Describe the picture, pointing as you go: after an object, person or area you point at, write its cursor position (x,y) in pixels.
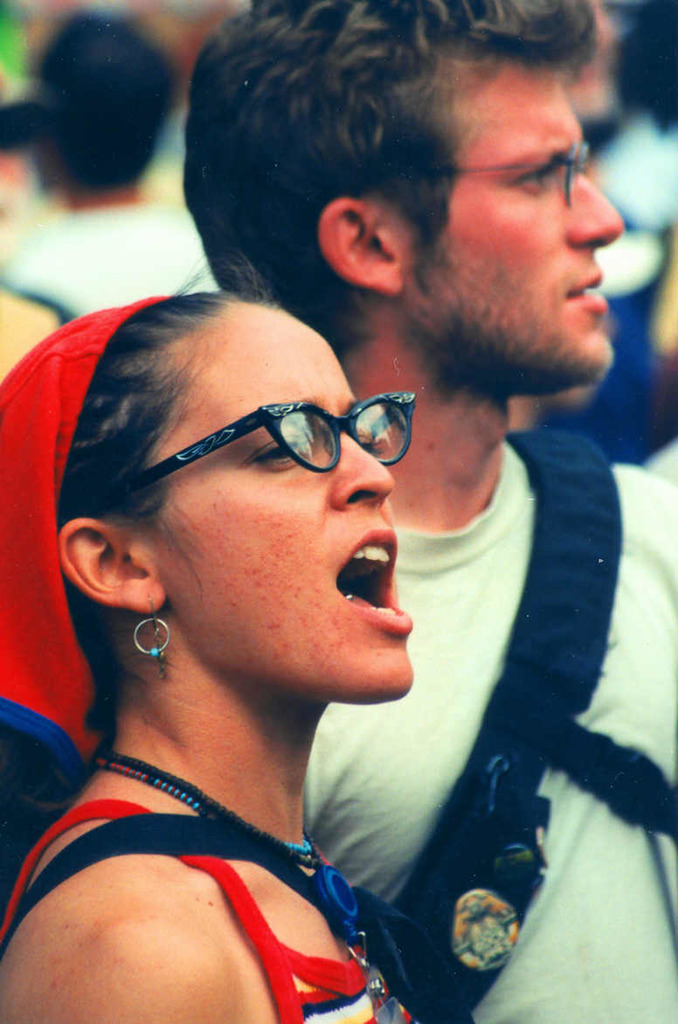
In this picture I can see a man (430,554) and a woman (377,700) are standing together. These people (328,517) are wearing spectacles (387,443). The man (537,208) is wearing a T-shirt (362,753) and the woman (268,783) is wearing earrings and other objects (20,915). The background of the image (10,91) is blurred.
